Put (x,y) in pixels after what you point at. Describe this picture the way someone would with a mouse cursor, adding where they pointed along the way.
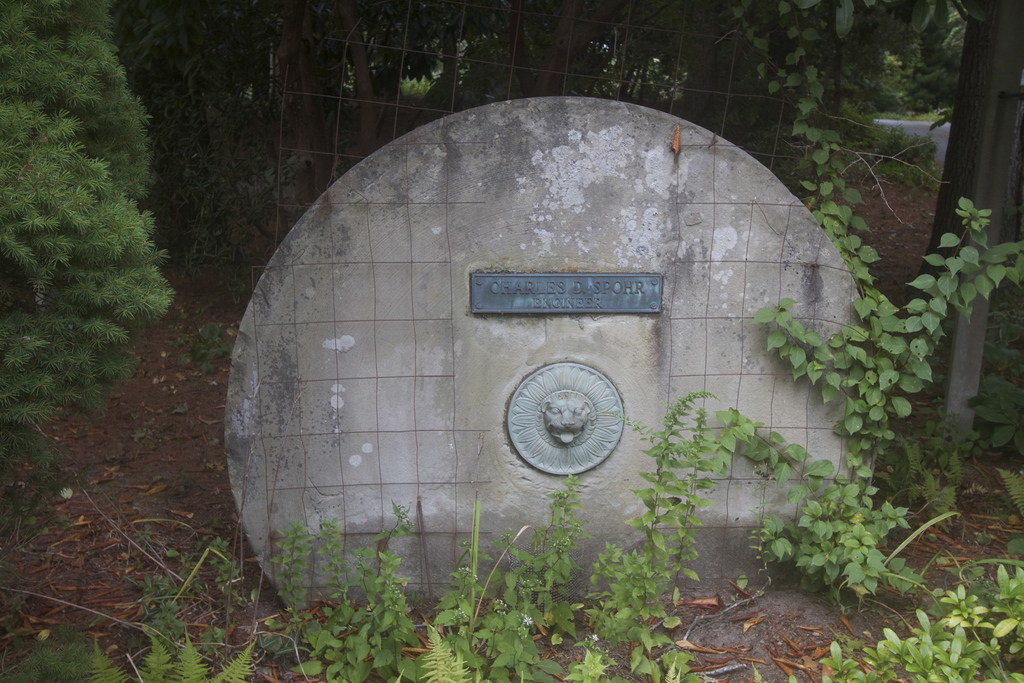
As we can see in the image there are trees (84,179), plants (917,638) and circular wall (684,334).
